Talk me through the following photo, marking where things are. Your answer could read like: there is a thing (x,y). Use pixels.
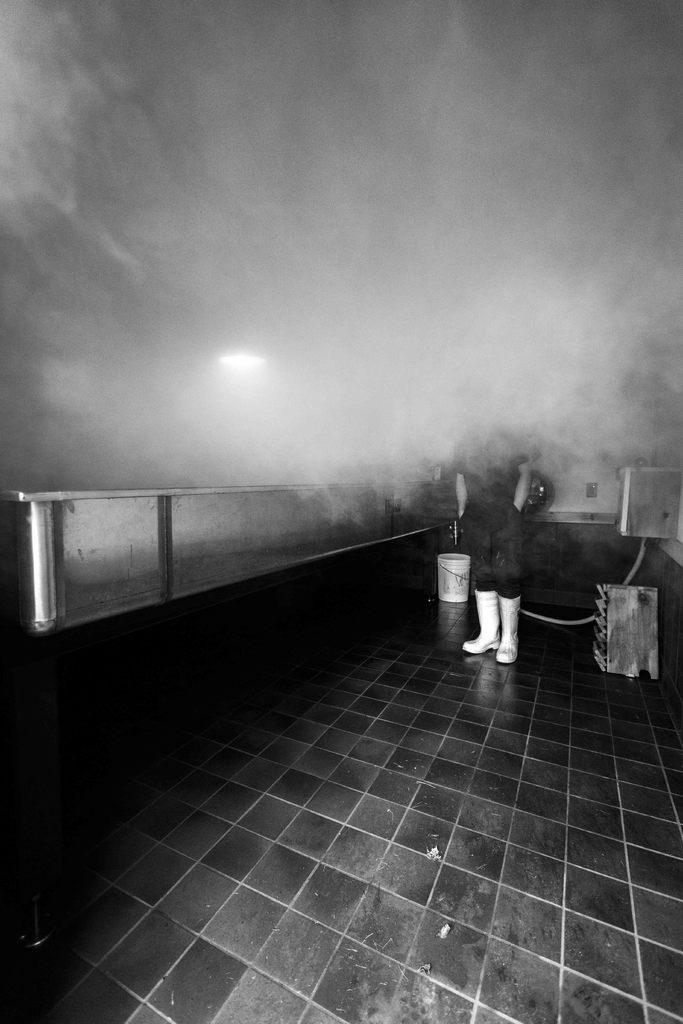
In the picture I can see a person (515,526) is standing and some other objects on the floor (508,724). This picture is black and white in color.
